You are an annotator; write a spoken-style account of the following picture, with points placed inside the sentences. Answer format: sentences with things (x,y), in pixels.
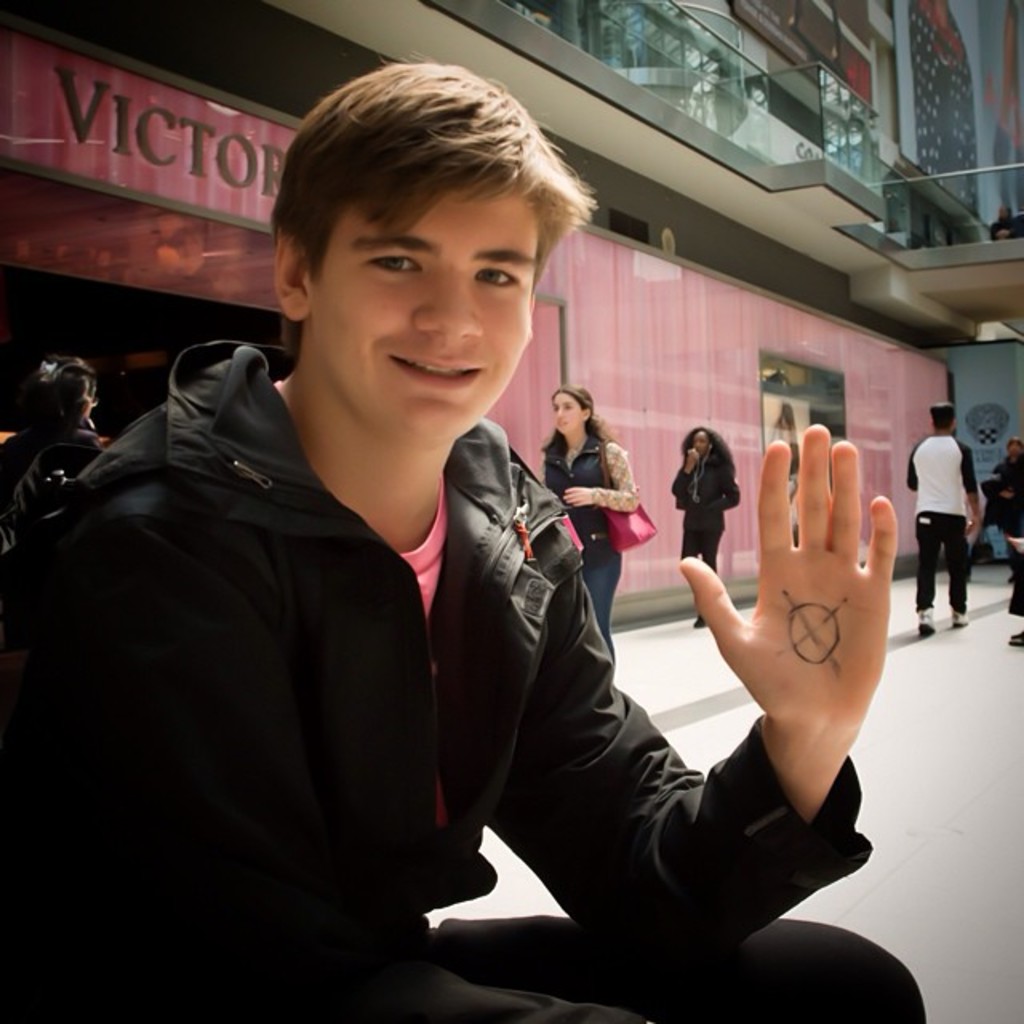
In this image I can see a person (535,788) sitting wearing black color dress (608,810), background (647,369) I can see few other persons (709,500) walking, a stall (556,313) in pink color and I can see few boards (928,94) attached to the wall (881,62).
